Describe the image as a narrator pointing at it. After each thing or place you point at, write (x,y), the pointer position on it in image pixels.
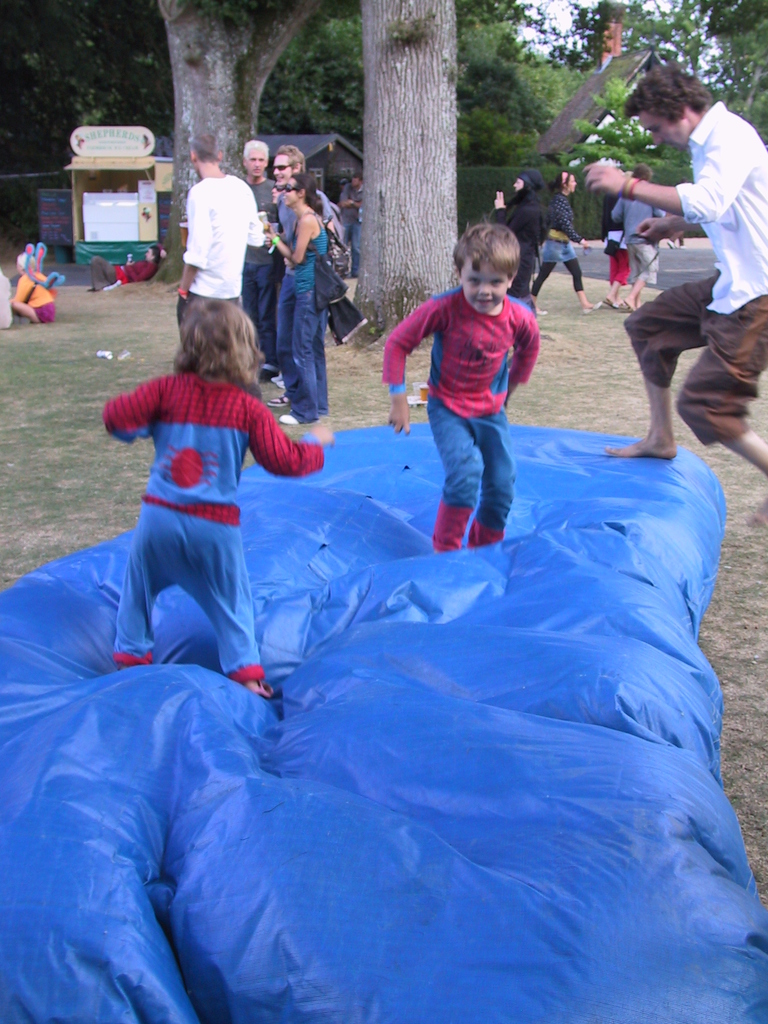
In this picture we can see three people (200,409) on a blue sheet (425,450). Some people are walking on the path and a few people (239,194) are standing on the grass (273,383). We can see some people (20,309) are sitting on the grass (10,336). There is a house (332,166) and a few trees (210,59) in the background (492,129).
